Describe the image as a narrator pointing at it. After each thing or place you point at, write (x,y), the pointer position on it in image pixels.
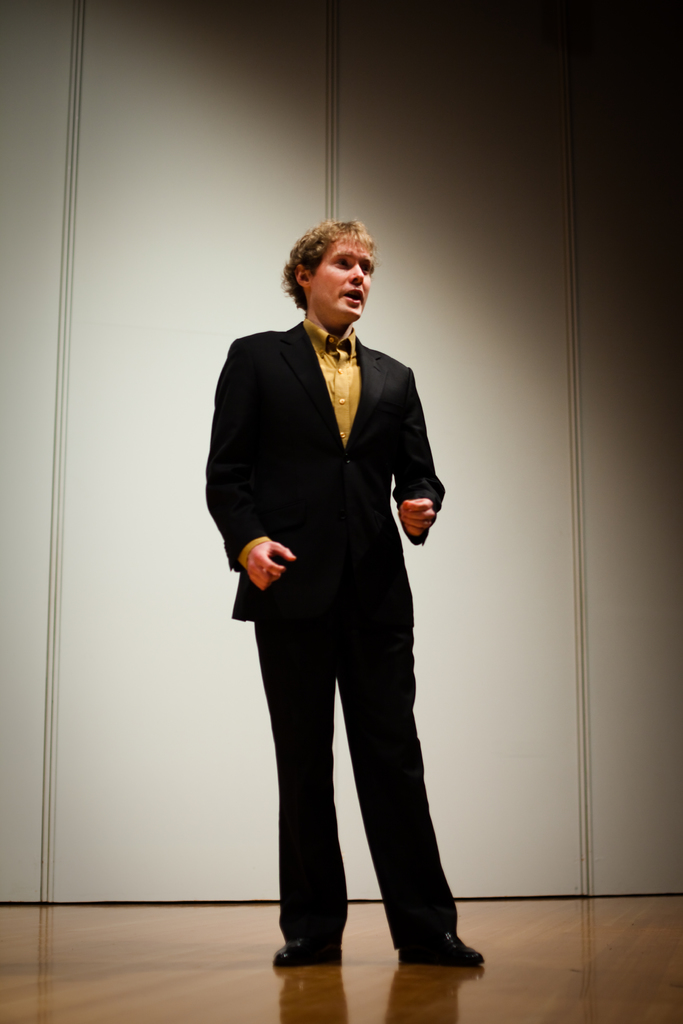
In this image we can see a person (408,458) wearing a suit (304,936), he is standing on the wooden floor (461,971), behind him we can see the wall (523,444).
